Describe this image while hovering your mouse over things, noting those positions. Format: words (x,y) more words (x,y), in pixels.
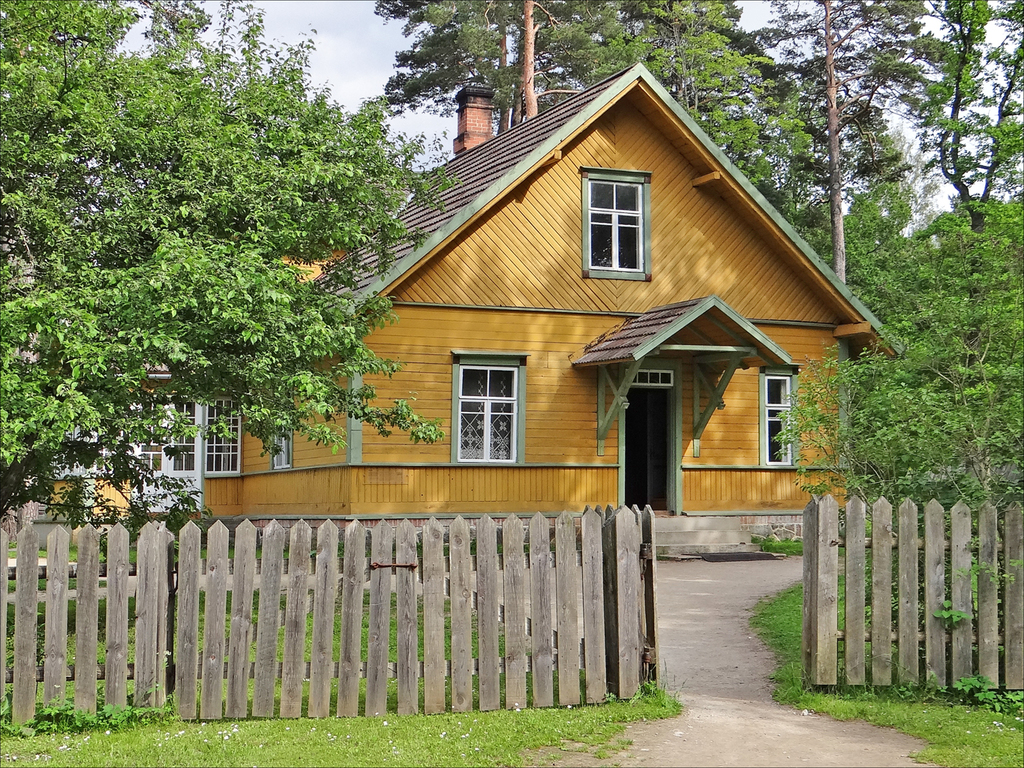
In this image, we can see a house (476,139), there is a wooden fence (487,661), we can see green grass (244,749), there are some green trees (1001,320), at the top (375,93) there is a sky (357,93).
